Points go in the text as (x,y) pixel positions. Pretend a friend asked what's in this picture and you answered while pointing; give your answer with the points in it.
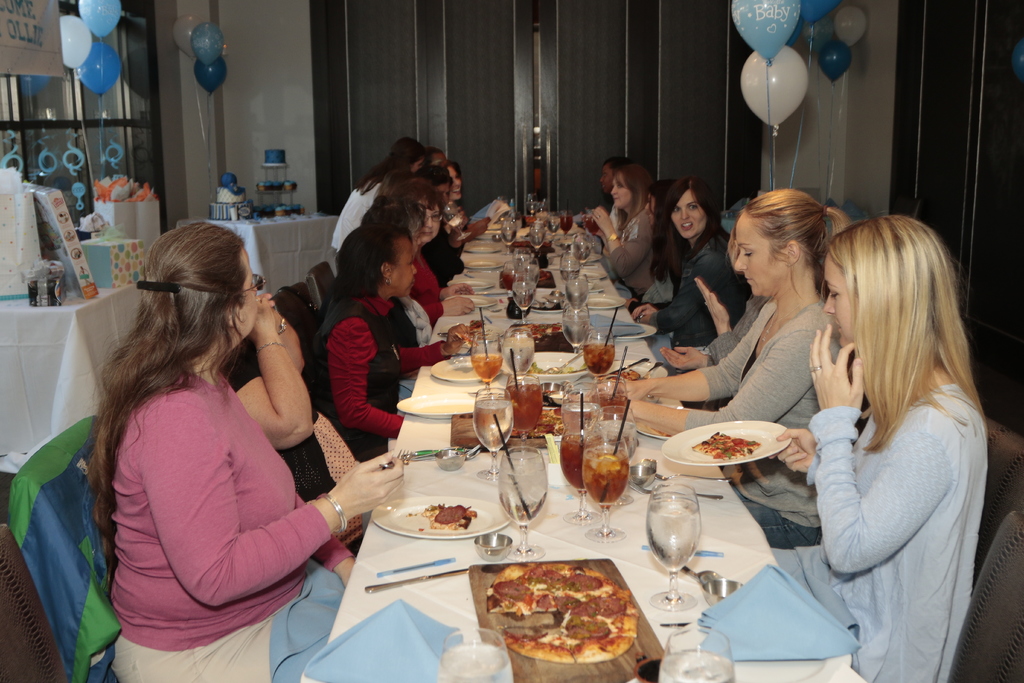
This is a picture in a restaurant (679,184). In the center of the picture (448,324) there is a table (664,466) covered with cloth (741,571), on the table (450,492) there are plates (422,518) glasses (520,483), drinks (510,418), spoons (701,585), kerchiefs (725,608), and various food items (575,581). Around the table (746,548) there are many women (452,177) seated. On the top right (768,24) and top left (90,74) there are balloons (103,60). In the center of the background (606,95) there is a door (549,122). On the left (120,250) the tables (104,295), on the table (81,308) there are gifts (90,221) and cakes (261,189).
